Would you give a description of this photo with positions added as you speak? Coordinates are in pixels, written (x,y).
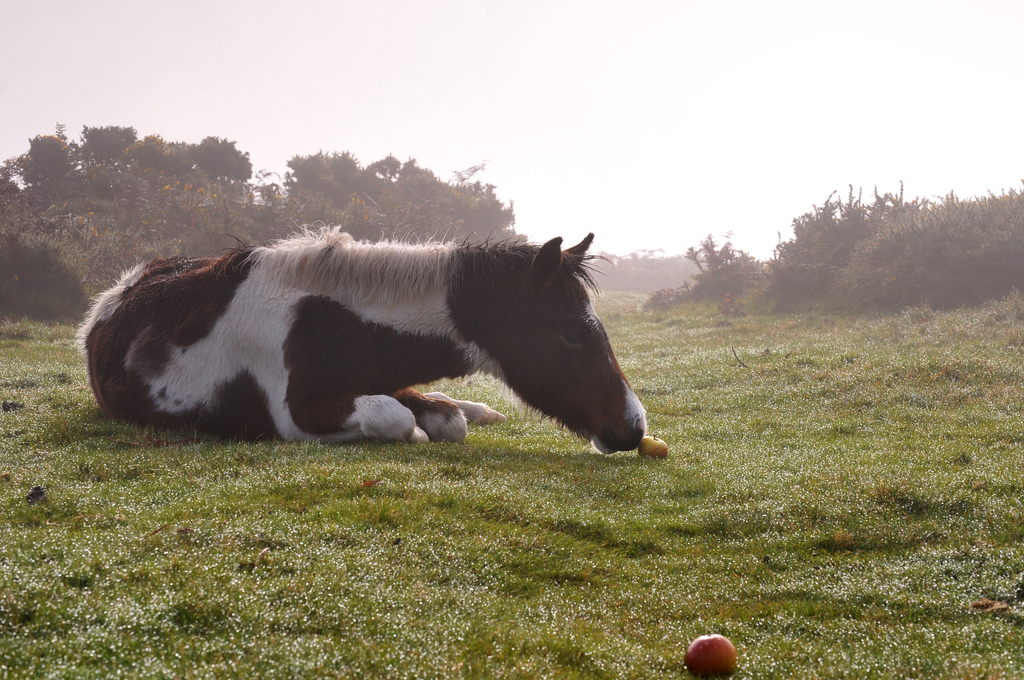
In this picture I can see an animal (387,399) on the grass (687,532), some fruits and around there are some trees (1022,273).
